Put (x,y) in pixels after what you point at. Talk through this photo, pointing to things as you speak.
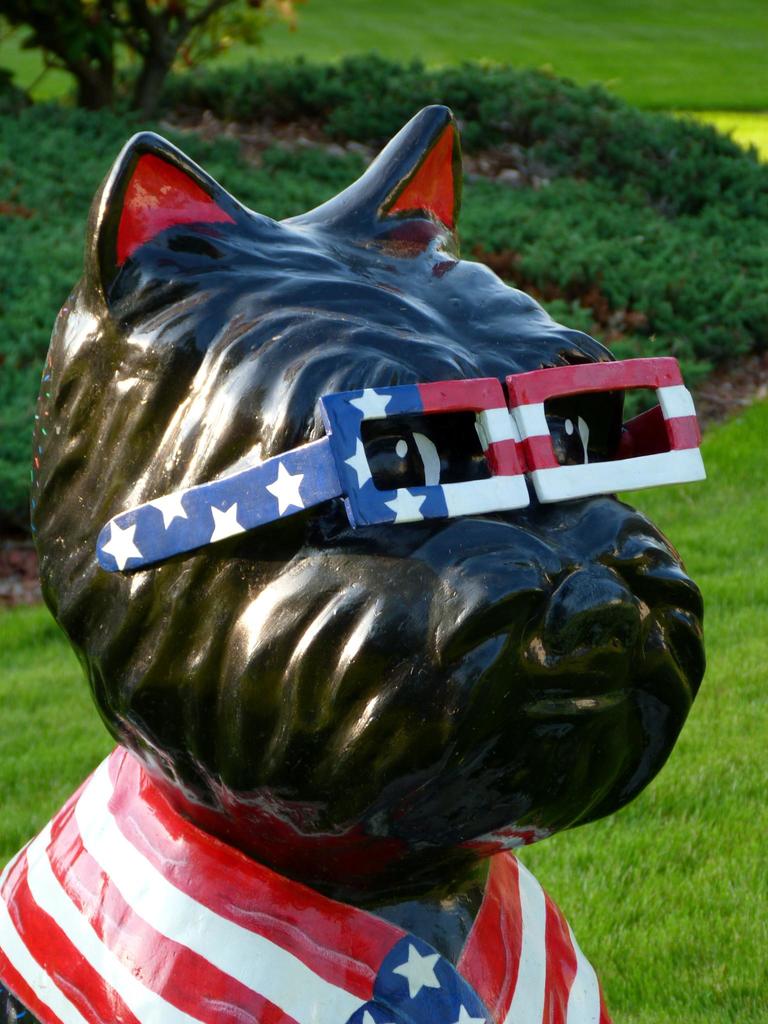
In the image I can see the sculpture (328,548) of an animal (293,655) who is wearing spectacles (316,470). In the background (734,244) I can see the grass (747,444), plants (102,132) and trees (152,42).
